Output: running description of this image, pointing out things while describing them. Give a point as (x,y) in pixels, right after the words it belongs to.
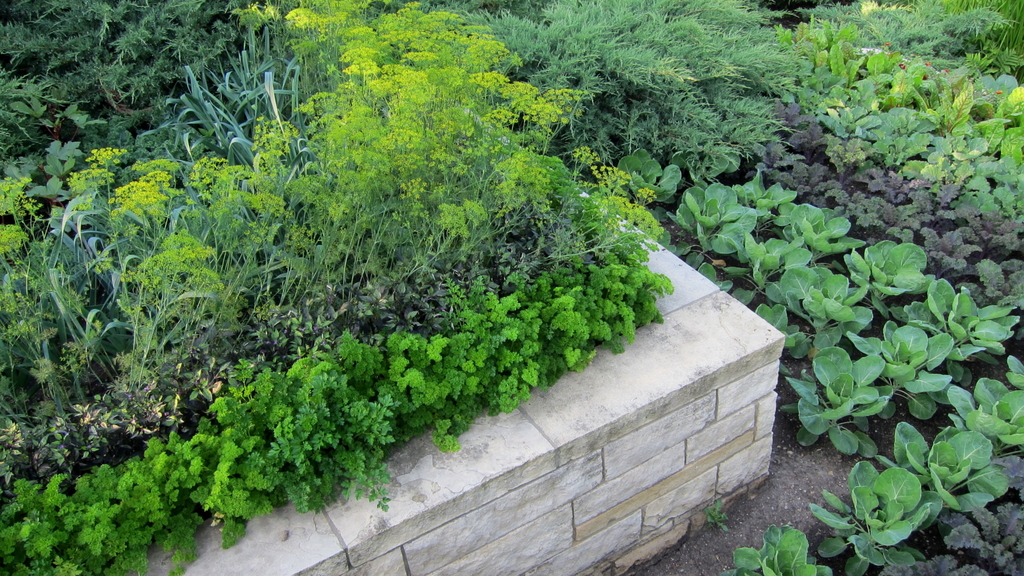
Here in this picture we can see plants (240,193) present over a place over there.
